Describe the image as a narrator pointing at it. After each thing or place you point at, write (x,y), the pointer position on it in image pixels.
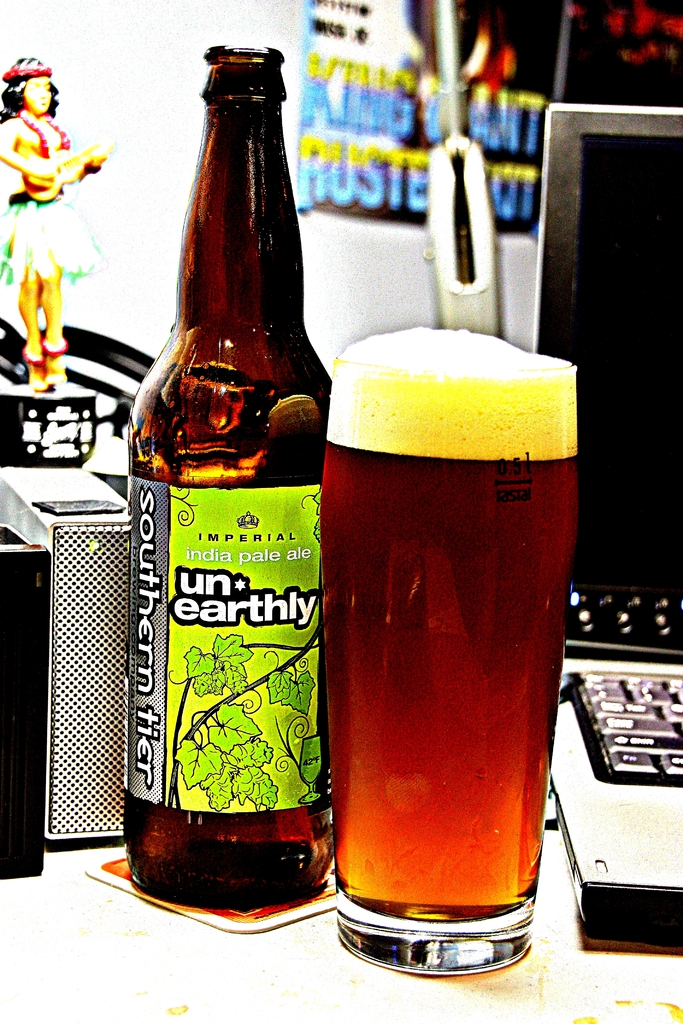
On the table (496,971) we have bottle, glass (464,742), speaker (76,648), laptop (666,837), toy (39,369) is present, in the back (384,118) there is poster (419,122).
